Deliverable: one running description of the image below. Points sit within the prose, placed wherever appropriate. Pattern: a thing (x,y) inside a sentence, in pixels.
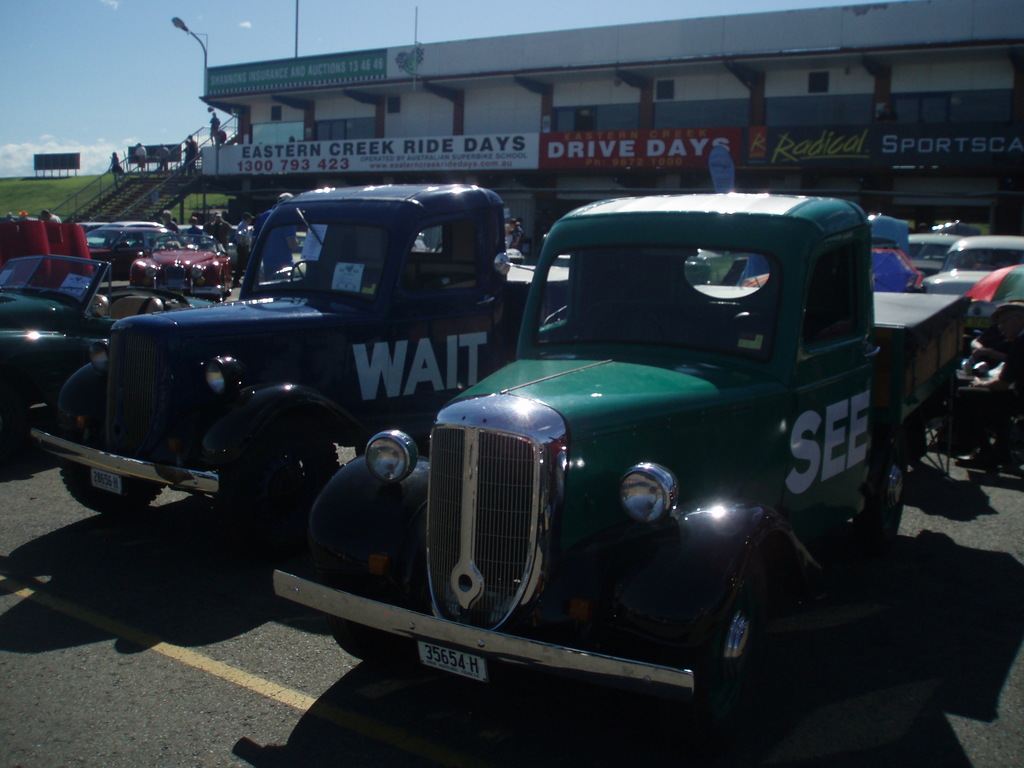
In this image we can see these vehicles (786,278) are parked on the road (805,631). Here we can see a staircase (136,168), people (115,174) standing here, we can see boards (69,164), house (949,104), grass (58,192) and the sky (95,164) with clouds (7,149) in the background (181,66).
